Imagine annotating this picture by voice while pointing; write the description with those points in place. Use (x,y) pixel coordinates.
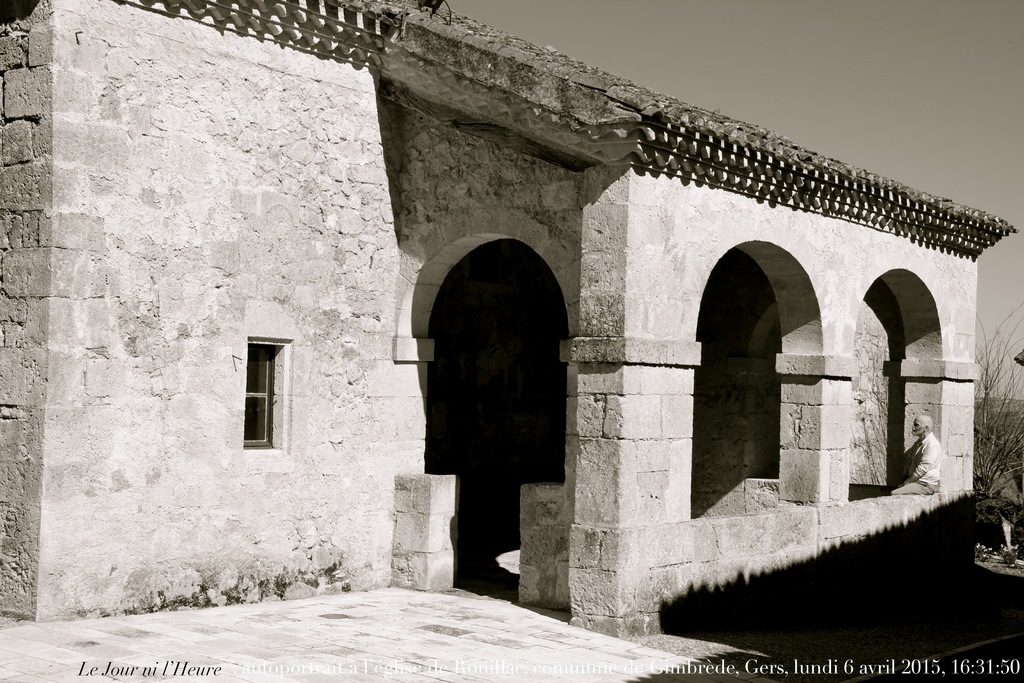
This image is a black and white image. This image is taken outdoors. At the top of the image (822,58) there is a sky (922,139). At the bottom of the image (536,676) there is a floor (499,634). In the middle of the image (515,436) there is a house (149,369) with a few walls (659,289), pillars (957,444), doors (438,421) and a window (248,397). On the right side of the image (982,468) there is a plant (992,476) and a man (923,444) is sitting on the wall (875,518).
